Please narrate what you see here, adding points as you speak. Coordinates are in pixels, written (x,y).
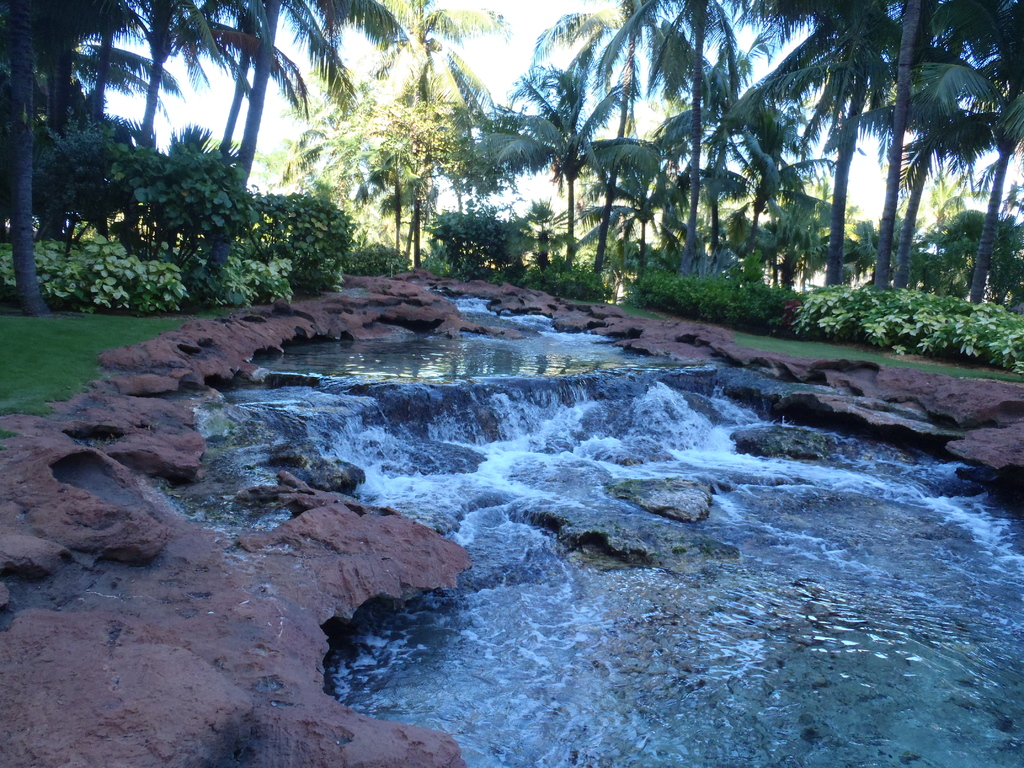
In this picture we can see the lake (583,667), around we can see grass (59,345), plants (84,299), trees (209,23).
